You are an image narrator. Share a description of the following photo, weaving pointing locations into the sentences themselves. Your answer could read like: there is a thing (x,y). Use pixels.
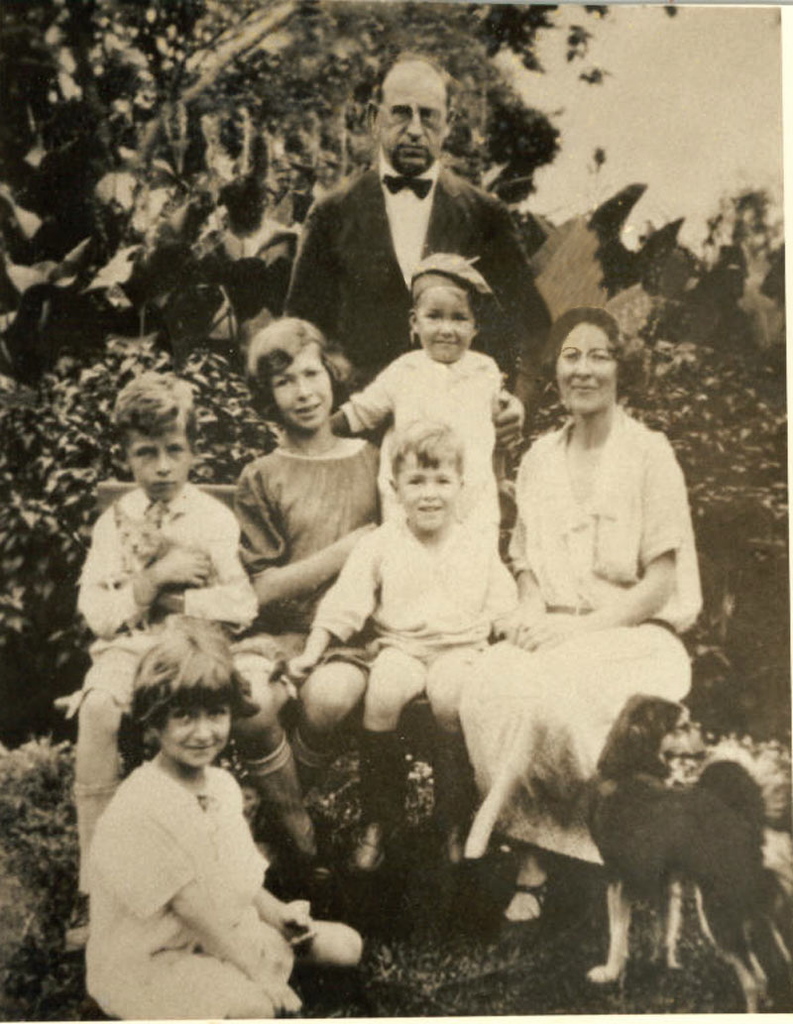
In this picture we can see group of people (256,523), few trees (239,460) and a dog (623,740), and it is a black and white photography.
